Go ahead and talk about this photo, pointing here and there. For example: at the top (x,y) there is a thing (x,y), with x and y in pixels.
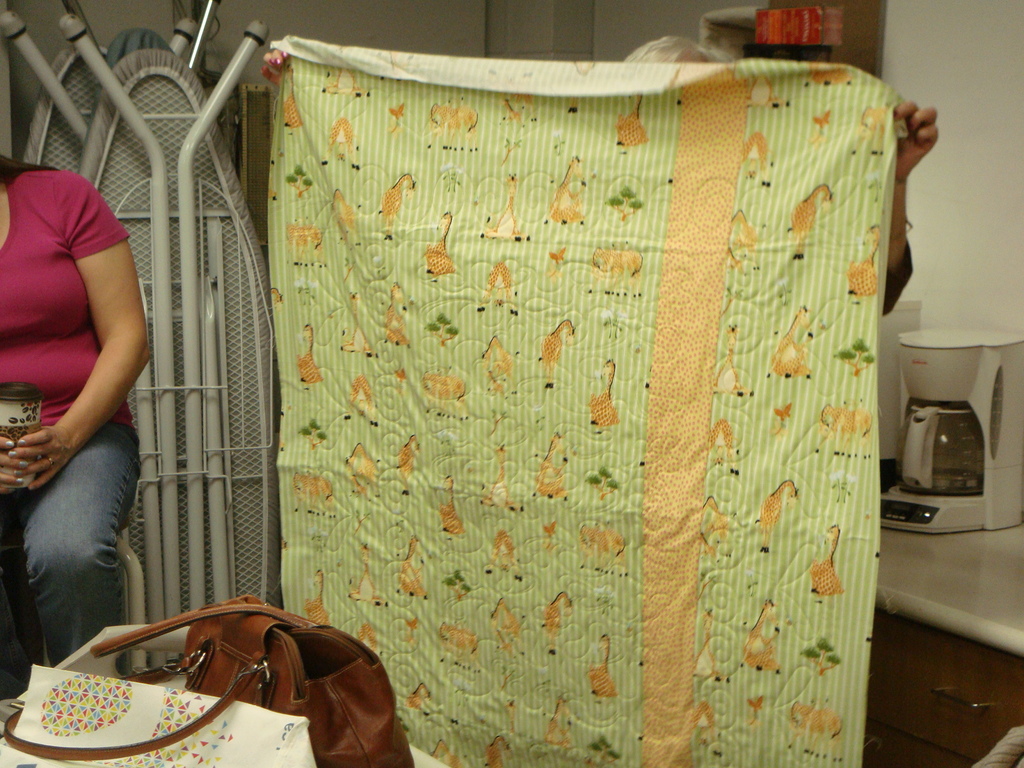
In this image i can see a person (44,392) holding a cup (39,407) in her hand (39,461) and a bag (201,670). In the background (975,396) i can see a cloth (530,550) and a coffee maker (958,425).
